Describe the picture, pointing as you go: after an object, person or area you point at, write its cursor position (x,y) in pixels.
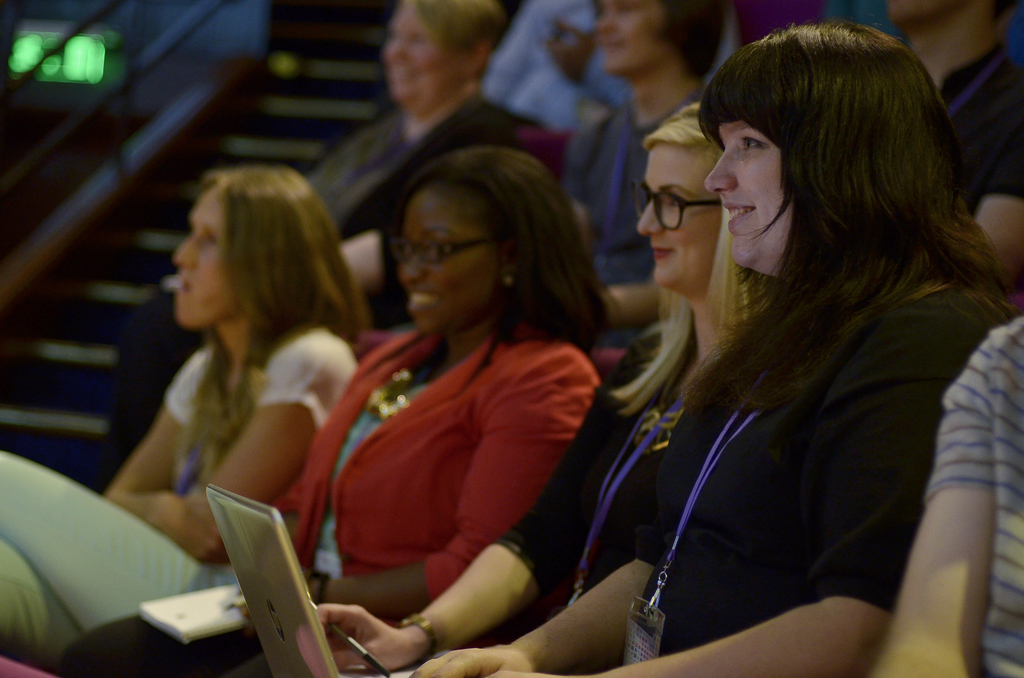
In the image we can see there are people (410,426) sitting on the chairs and there is laptop (263,582) kept on the lap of a person (623,615). The people (737,489) are wearing id cards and behind there are stairs (335,57). Background of the image (40,294) is little blurred.
